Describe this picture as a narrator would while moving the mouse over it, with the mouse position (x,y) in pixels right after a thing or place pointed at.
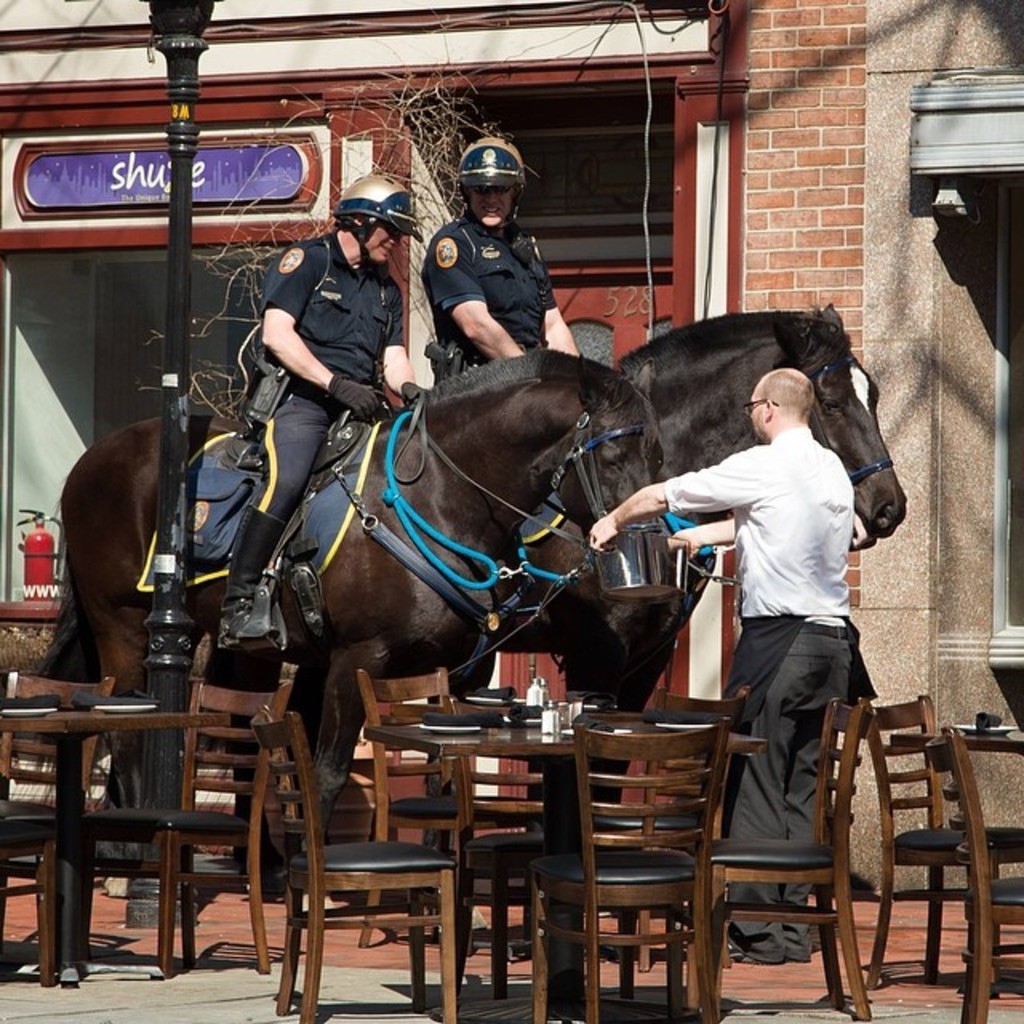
In this picture we can see two people (465,183) sitting on the horse (422,514) and around there are some chairs (645,808) and a person (767,696) feeding the horse (57,626).
